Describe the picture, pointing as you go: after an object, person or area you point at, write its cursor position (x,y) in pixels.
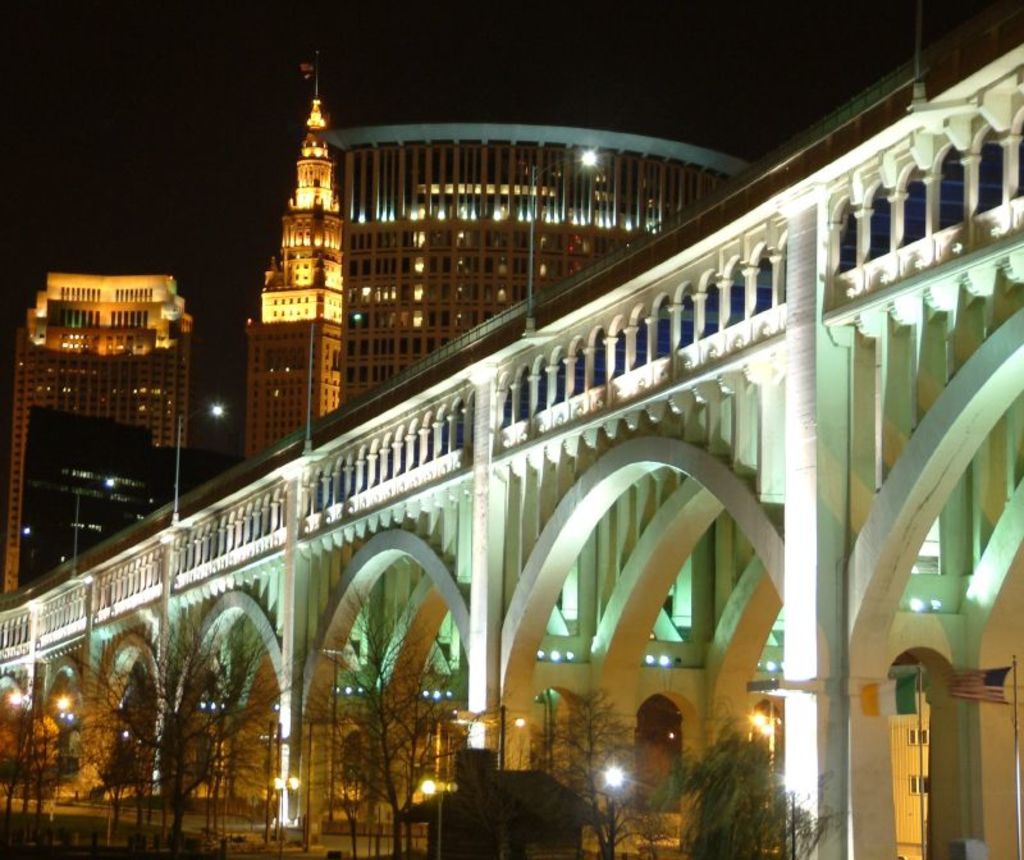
In this picture we can see a beautiful white color arch bridge (329,697). In front (135,789) bottom side we can see some dry tree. In the background (264,378) we can see brown color big building (355,255) and Tower (335,272).
